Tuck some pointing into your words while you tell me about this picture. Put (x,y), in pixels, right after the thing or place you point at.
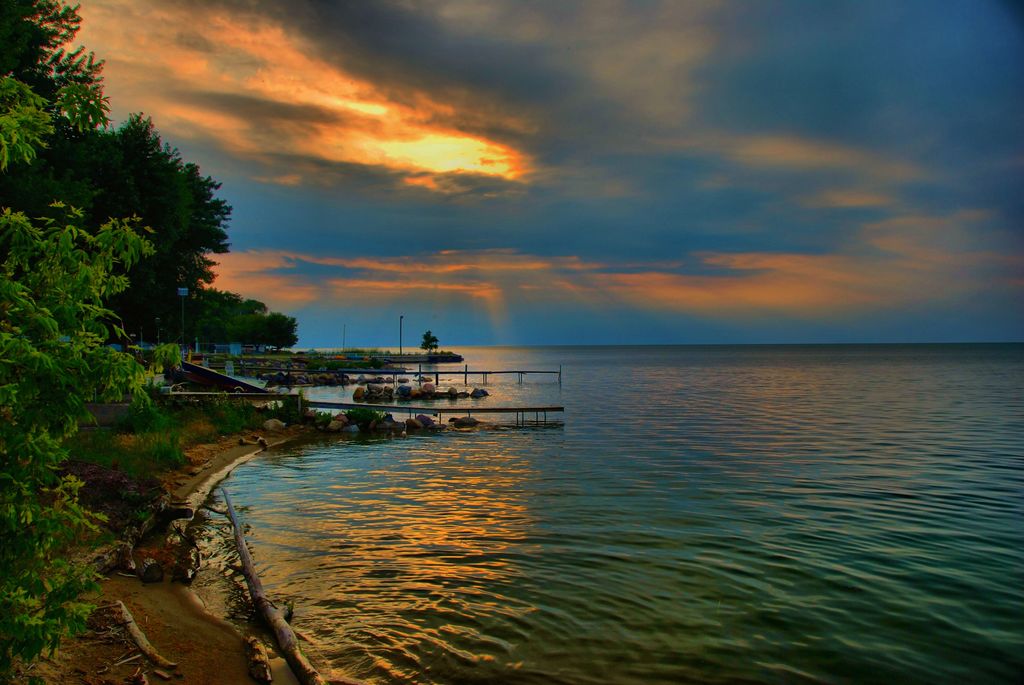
In this image there is the sky (793,41), there is sea (570,526), there are stones (409,425), there are poles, there are trees (75,412) truncated towards the left of the image (74,367), there is a board (179,291) on the pole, there are objects (263,607) on the ground (156,618).
